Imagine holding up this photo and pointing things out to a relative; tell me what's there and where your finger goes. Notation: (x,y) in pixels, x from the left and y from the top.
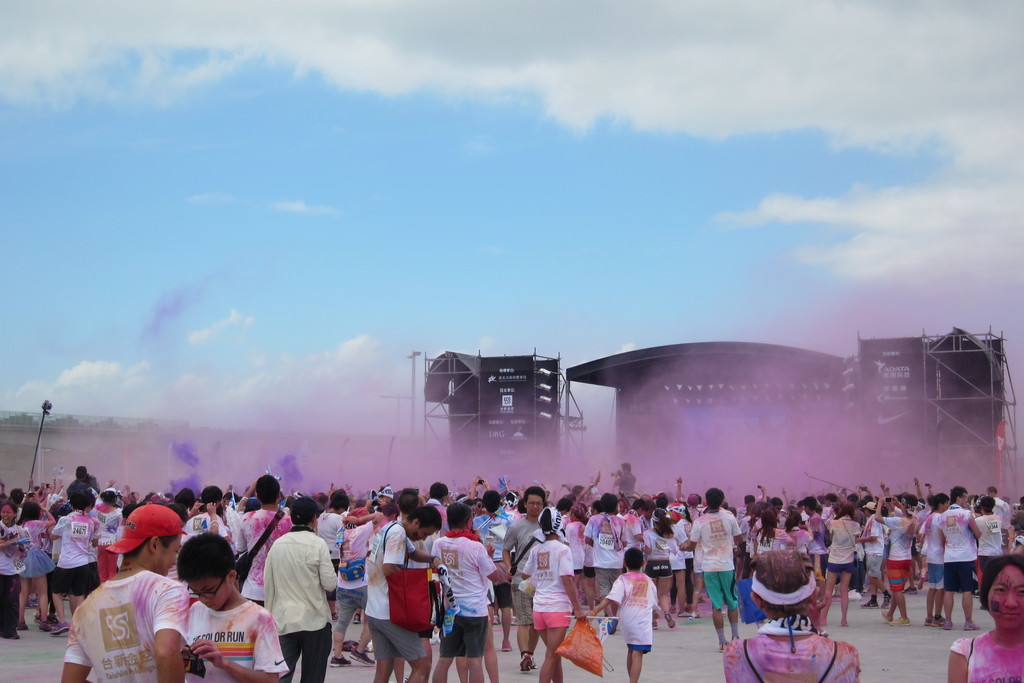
This is an outside view. At the bottom (365,522), I can see a crowd of people (448,551) playing with colors (838,398). Few people (761,535) are dancing. In the background (690,413) there is a building (686,382). At the top of the image (378,223) I can see the sky (527,155) and clouds (581,44).
